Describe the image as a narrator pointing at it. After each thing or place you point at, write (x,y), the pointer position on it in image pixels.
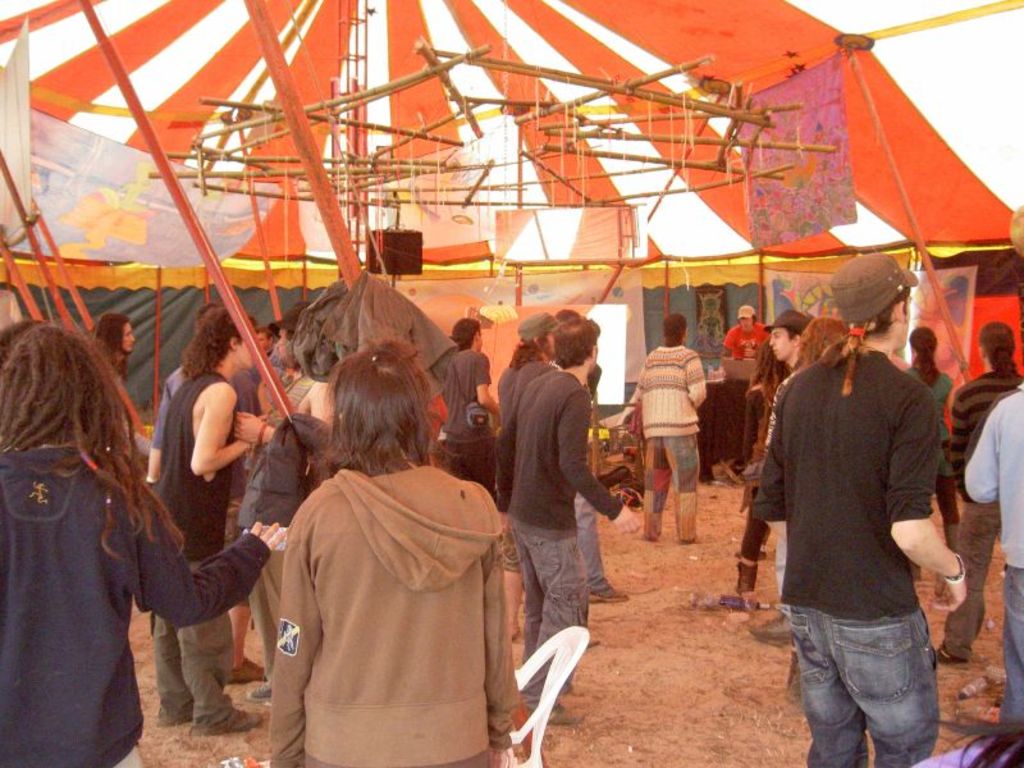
In this image there are a group of persons (489,524) standing, there is a chair (562,662) towards the bottom of the image (546,693), there is ground (644,652) towards the bottom of the image (617,629), there is an object (712,407) that looks like a desk (725,449), there is an object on the desk (733,419), there are objects (19,285) towards the left of the image (26,254), there is a cloth (22,175) towards the left of the image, there is a cloth (957,294) towards the right of the image (778,119), there is a speaker (391,261), there is a roof (391,44) towards the top of the image (311,38).
